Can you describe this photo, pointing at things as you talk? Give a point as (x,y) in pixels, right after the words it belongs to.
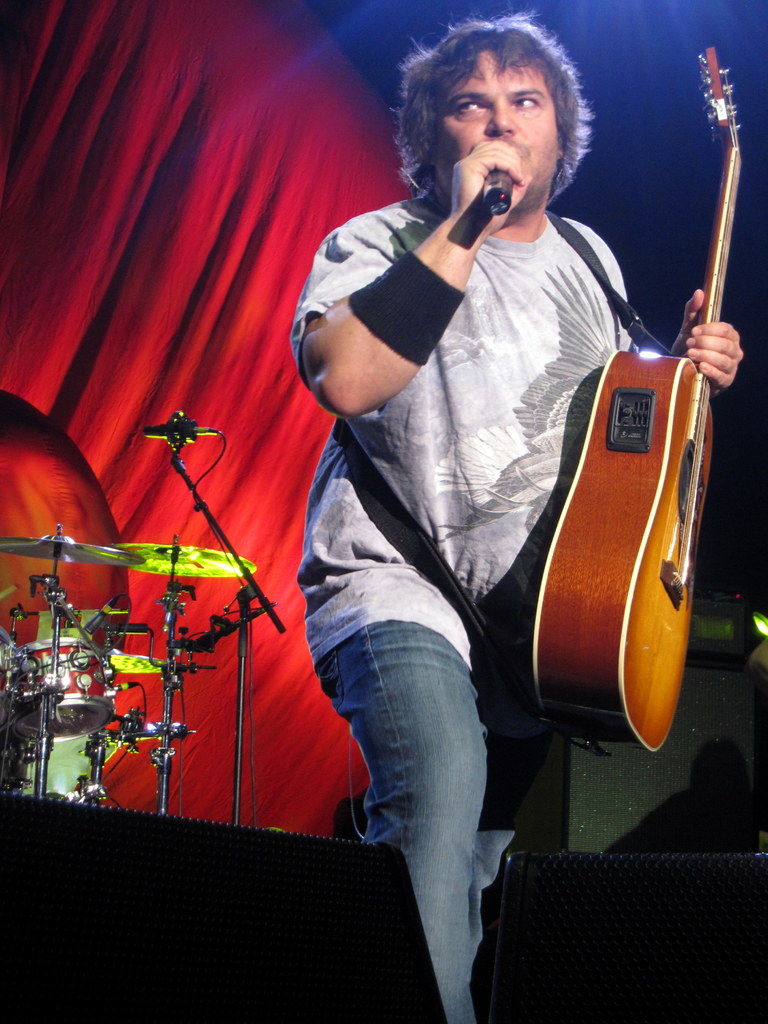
In the picture there is a man (464,450) singing and wearing guitar (593,560). He is holding a microphone (499,195) in his hand (503,160) and guitar (685,409) in his other hand (718,361). Beside him there are drums (12,663) and microphone (175,433). In the background (190,292) there is curtain (209,229).
